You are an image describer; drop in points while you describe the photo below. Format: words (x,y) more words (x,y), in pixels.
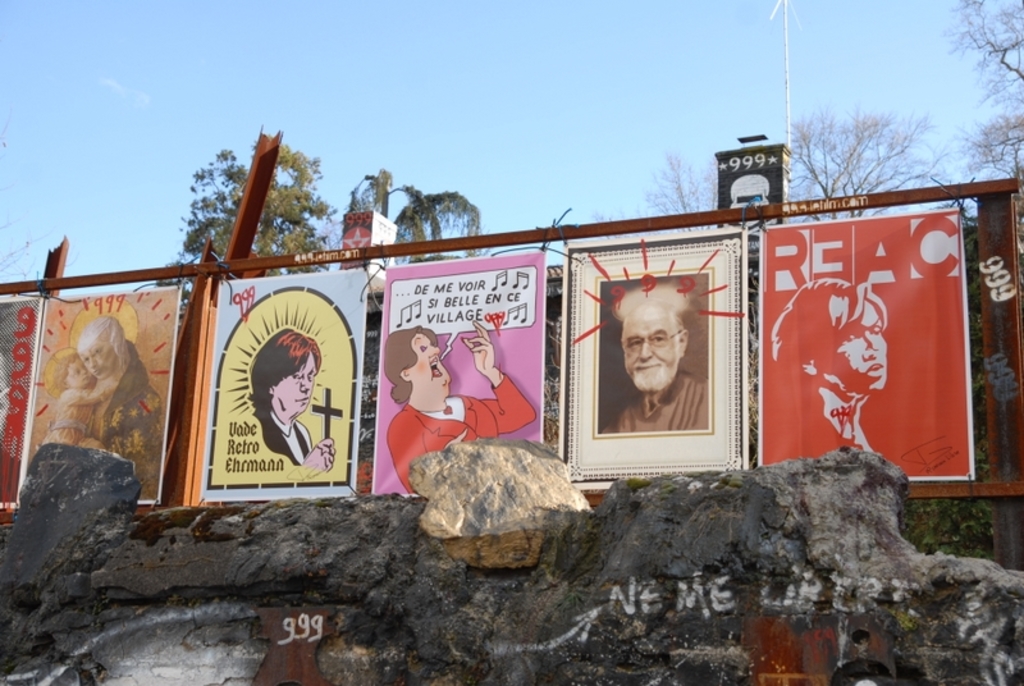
In this picture we can see some posts (1014,363) from left to right. There are few rocks (295,550) and trees (980,413) in the background (1007,91). Sky (562,74) is blue in color.
